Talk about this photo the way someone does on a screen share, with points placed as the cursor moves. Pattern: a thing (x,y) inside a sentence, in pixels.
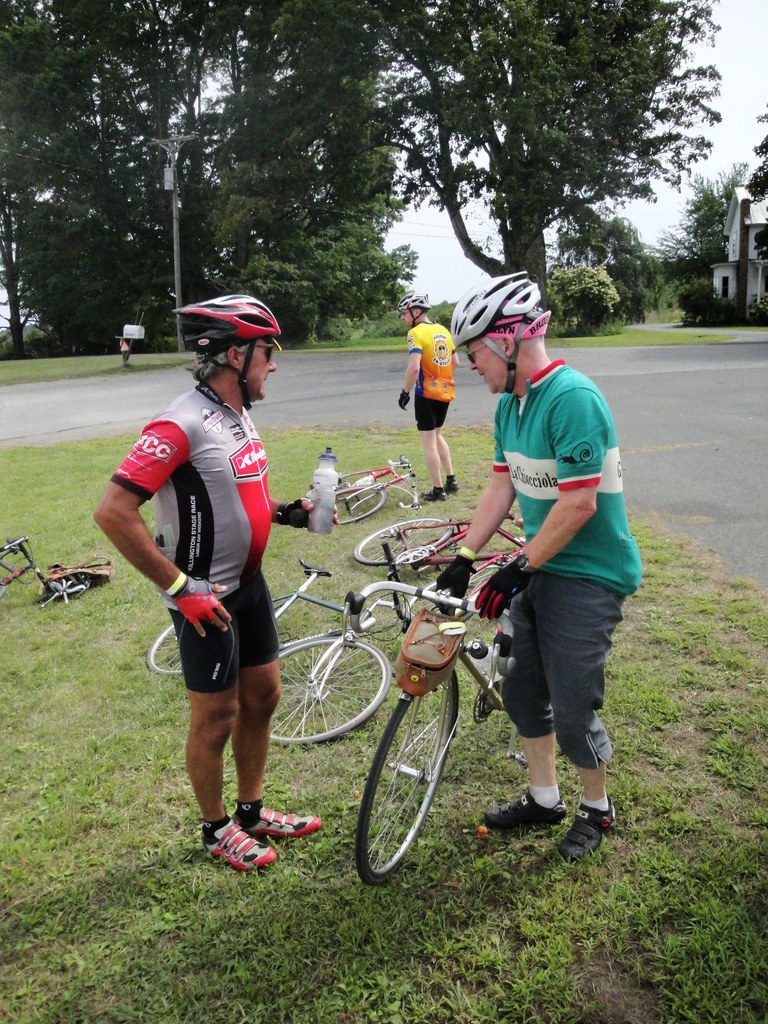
In this image there is the sky (481,277), there are trees (387,194), there is a house (734,257) truncated towards the right of the image (741,250), there is a pole (175,167), there is grass (99,364), there is a road (328,381), there are bicycles (367,660) on the grass (61,773), there are three persons (253,549) standing, there is a person (259,544) holding an object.
